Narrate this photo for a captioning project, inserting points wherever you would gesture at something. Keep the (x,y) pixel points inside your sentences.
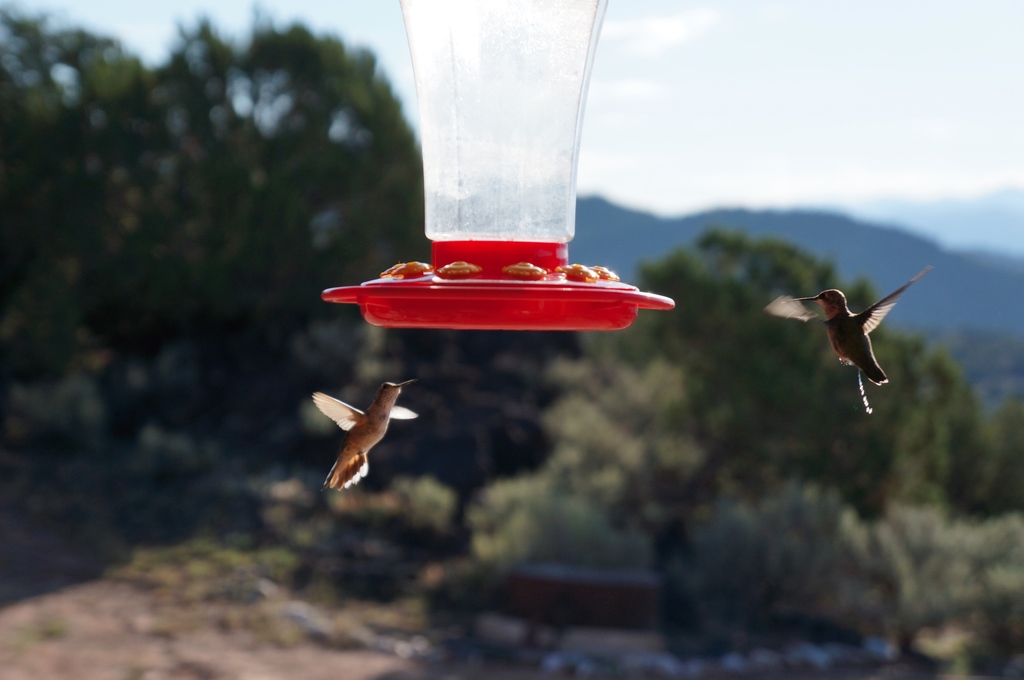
At the top of this image (500,129) I can see an object (509,114) which is looking like a jar (498,222). It is in white and red colors. Beside this two birds (851,326) are flying in the air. In the background (131,245), I can see the trees (717,372) and sky (774,92).
